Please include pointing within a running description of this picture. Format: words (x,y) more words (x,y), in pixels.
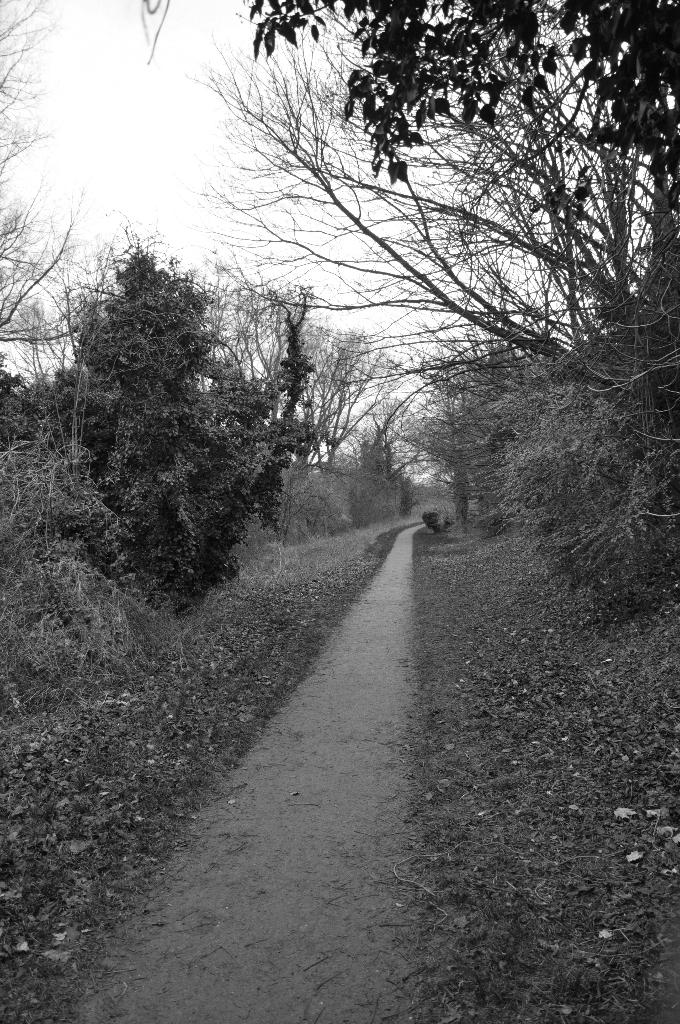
This is a black and white image where we can see empty road (250,986) in the middle (403,614), beside that there are so many trees (126,367) and plants (537,464).
